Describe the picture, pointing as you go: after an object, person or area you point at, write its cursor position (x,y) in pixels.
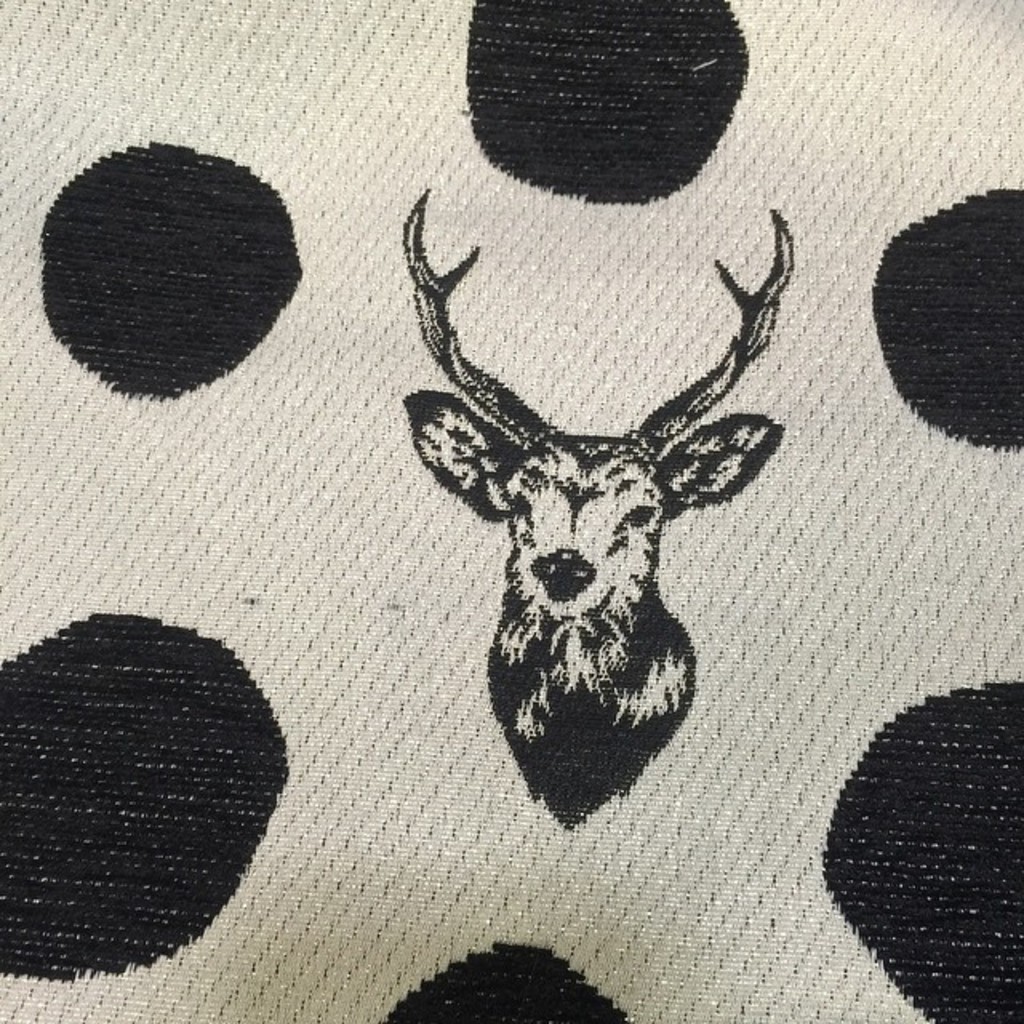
In this image there is a cloth (518,492) having an image of a deer (522,603).
